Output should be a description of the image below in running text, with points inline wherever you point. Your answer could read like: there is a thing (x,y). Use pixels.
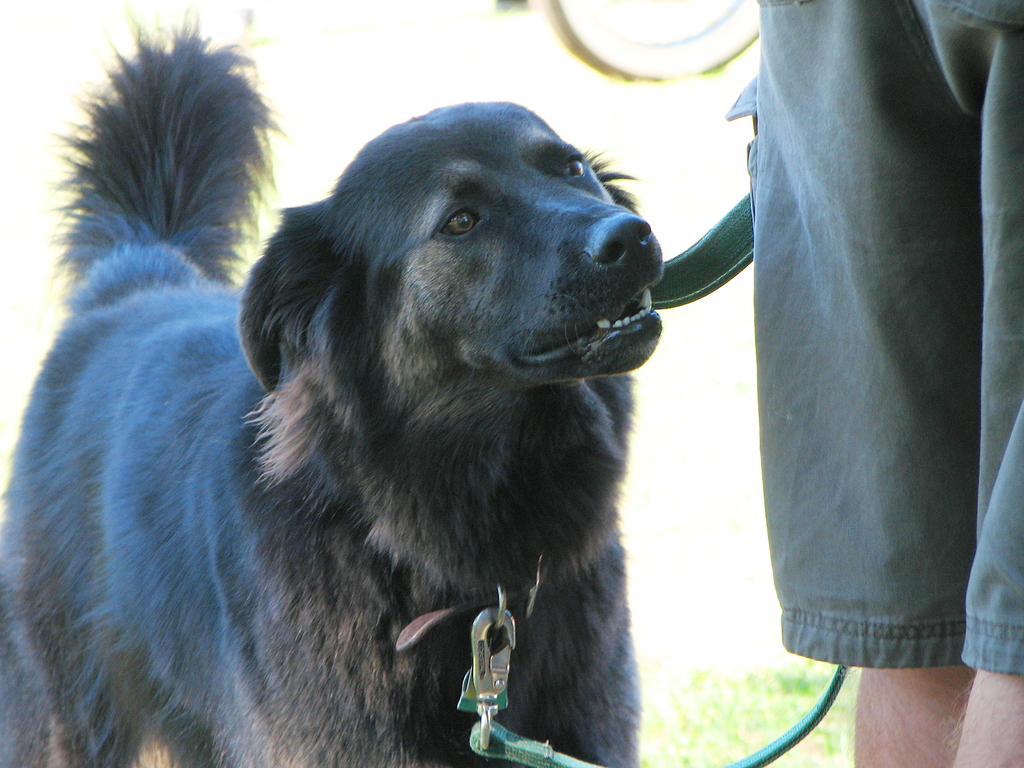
This picture is clicked outside. On the right corner (890,219) we can see the legs (898,714) of a person (955,378). On the left (315,385) there is a black color dog (269,418), wearing a belt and standing. In the background (728,719) we can see the grass (712,703) and some other objects (653,58).
